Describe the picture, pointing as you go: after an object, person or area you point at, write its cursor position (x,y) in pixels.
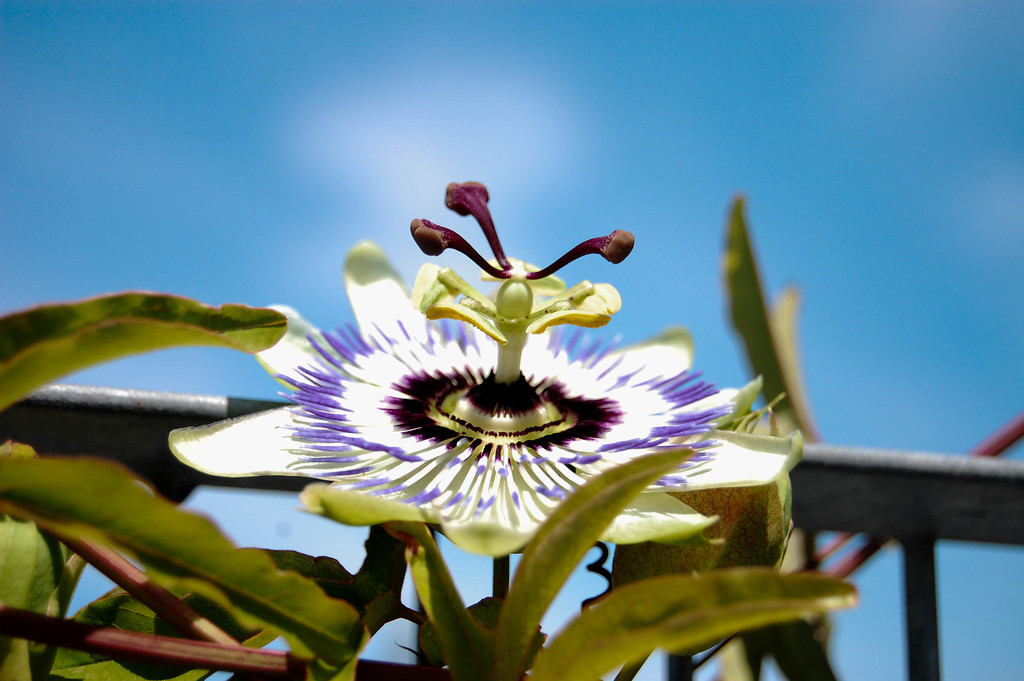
This image consists of a plant (75,487) along with a flower (583,475). In the background (950,523), there is a railing (931,528) in black color. To the top (505,98), there is a sky (618,103).
